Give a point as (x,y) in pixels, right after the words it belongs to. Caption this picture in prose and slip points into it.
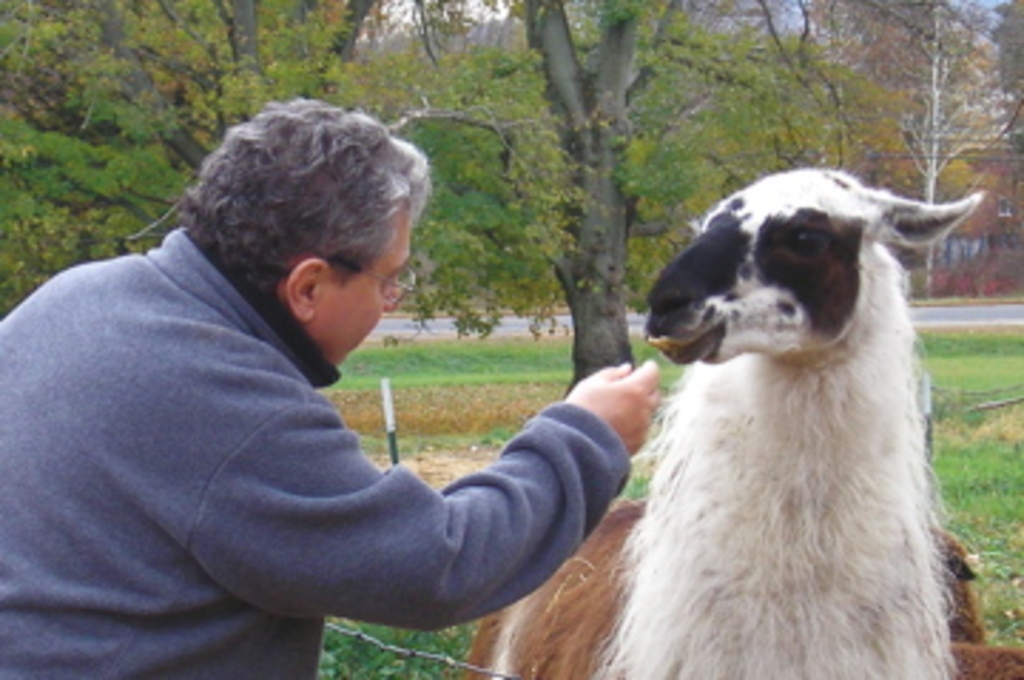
In this image there is a man (590,421) feeding a llama (715,348), behind the llama (662,337) there are trees (613,204) and buildings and there is grass (410,349) on the surface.
